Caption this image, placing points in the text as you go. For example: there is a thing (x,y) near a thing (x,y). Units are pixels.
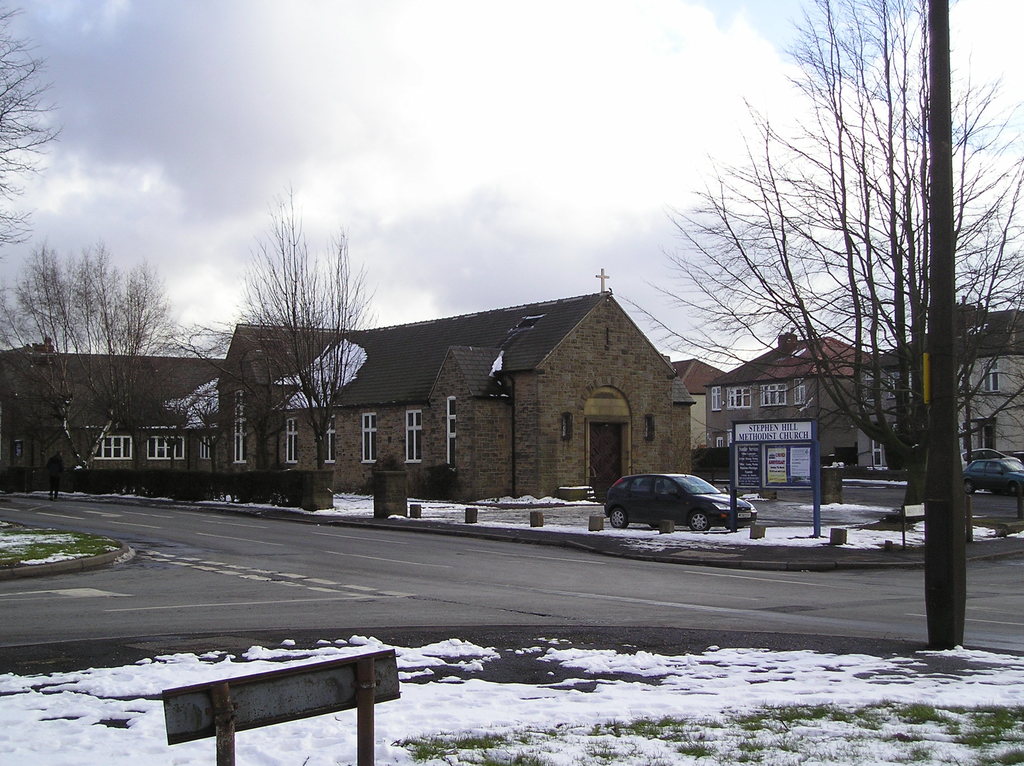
At the bottom (231,671) I can see a board (238,692) and ice (902,690). In the middle (363,437) I can see vehicles (1006,480) near the road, fence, trees (208,440), houses (584,450) and windows (454,445). On the top (440,172) I can see the sky (437,299). This image is taken during a day.
